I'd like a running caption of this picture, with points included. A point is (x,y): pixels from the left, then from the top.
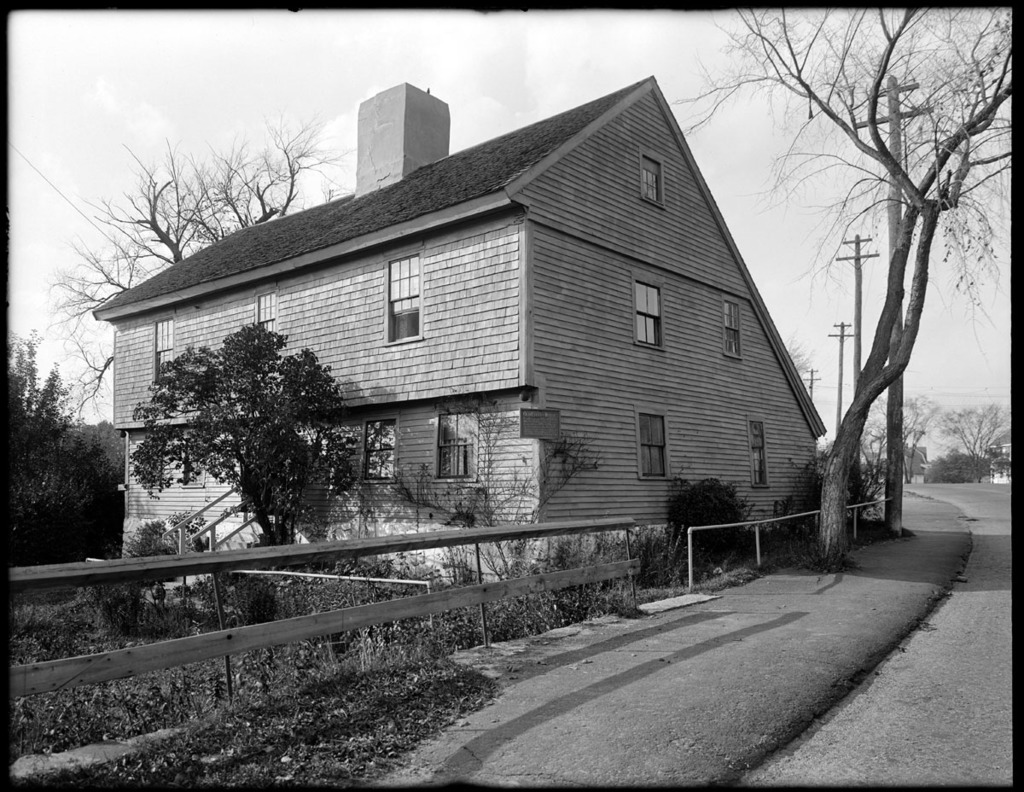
This is a black and white pic. We can see road (977,616), trees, electric poles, wires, plants (199,424), fences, house (488,455), windows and railing (234,514). In the background (352,81) we can see trees (922,431), houses (923,451) and sky (345,78).
